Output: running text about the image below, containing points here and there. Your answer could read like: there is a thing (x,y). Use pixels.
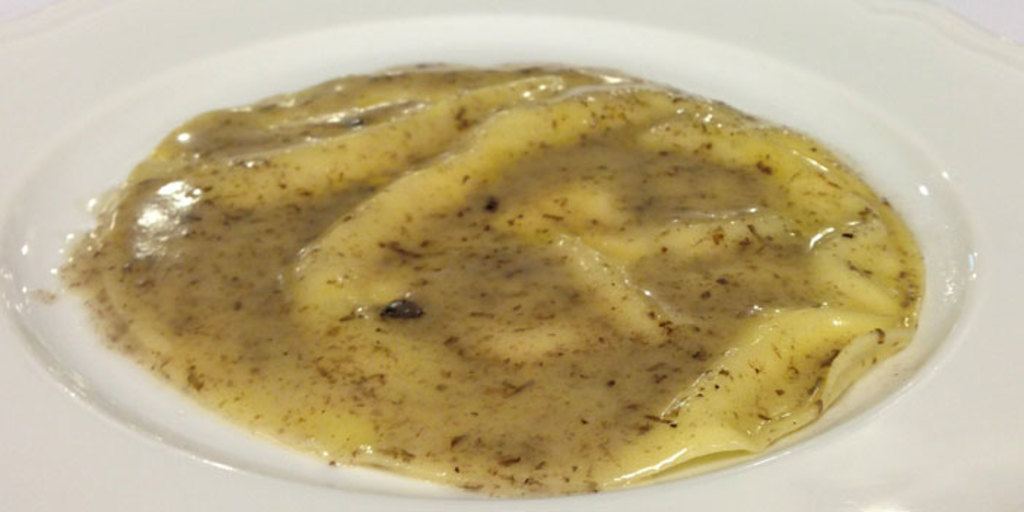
In this picture we can see a plate (964,453), there is some food (774,262) present in the plate (939,476).
